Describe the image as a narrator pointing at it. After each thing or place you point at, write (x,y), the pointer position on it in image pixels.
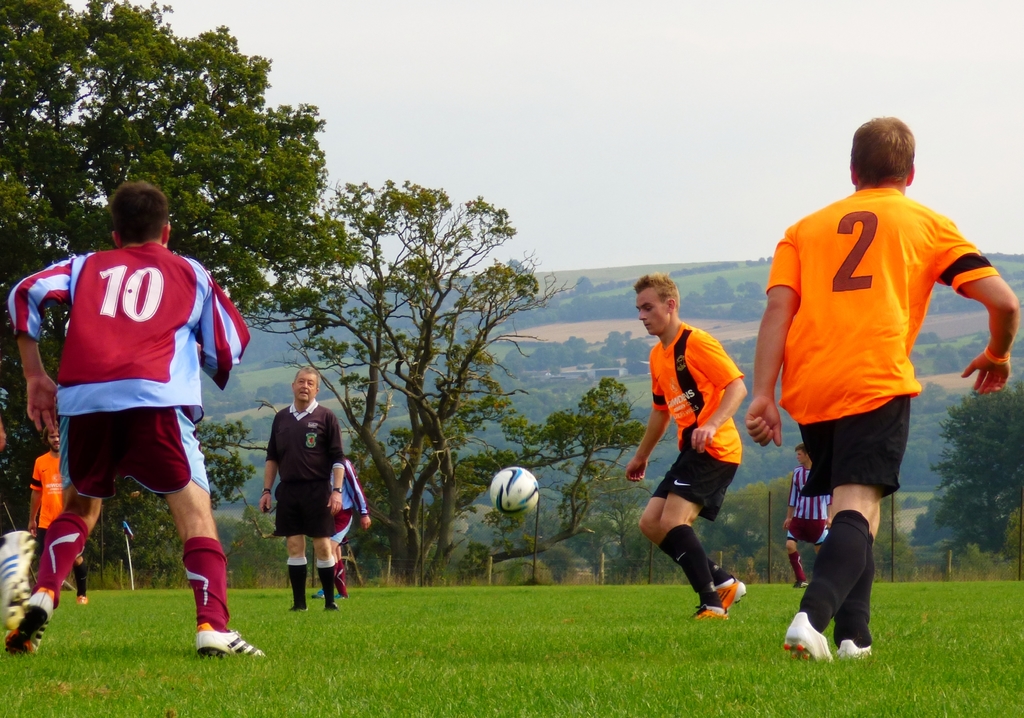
In this picture we can see a group of people (200,607) on the ground (715,641), here we can see a ball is in the air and in the background (583,556) we can see trees (599,500), sky (959,15).
